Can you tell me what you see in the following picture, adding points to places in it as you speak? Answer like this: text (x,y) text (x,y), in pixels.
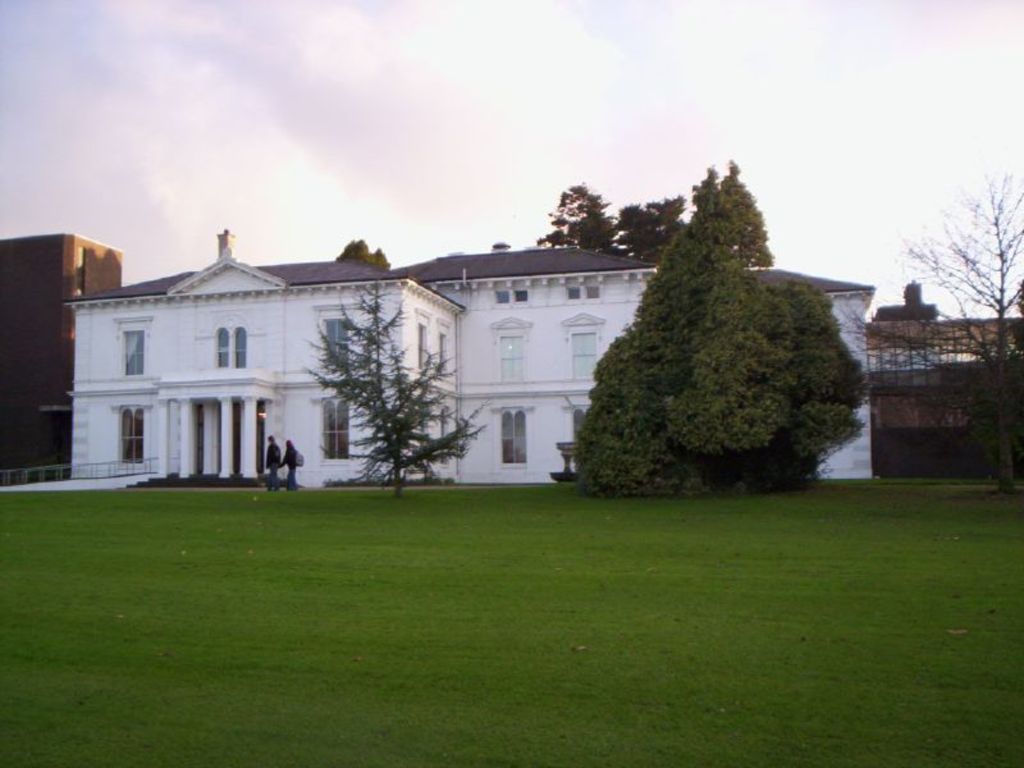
At the bottom of the picture (402,605), we see the grass (406,634). In the middle of the picture (395,416), we see trees (387,418) and two people (274,470) are walking. Beside them, we see a building (231,348) in white color with a grey color roof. On the left side (68,437), we see a building (69,285) in brown color. Beside that, we see the staircase (132,485) and the stair railing (116,466). On the right side (918,449), we see the trees (990,383) and a building (982,361) in brown color. At the top (541,158), we see the sky (468,157).
